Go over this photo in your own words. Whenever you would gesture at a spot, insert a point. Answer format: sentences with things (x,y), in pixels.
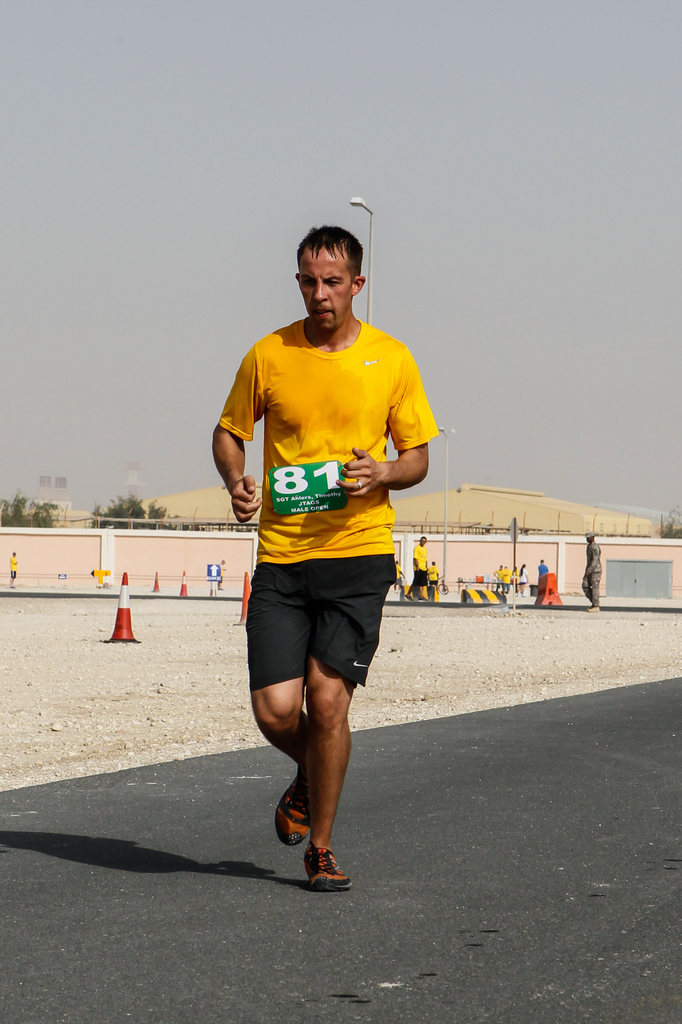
In this image we can see a person (320,560) wearing chest number (306,493). There is a road (298,919). In the back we can see traffic cones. Also we can see few people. And there is a wall (206,556). Also we can see trees (11,515) and buildings (462,501). And there are light poles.
